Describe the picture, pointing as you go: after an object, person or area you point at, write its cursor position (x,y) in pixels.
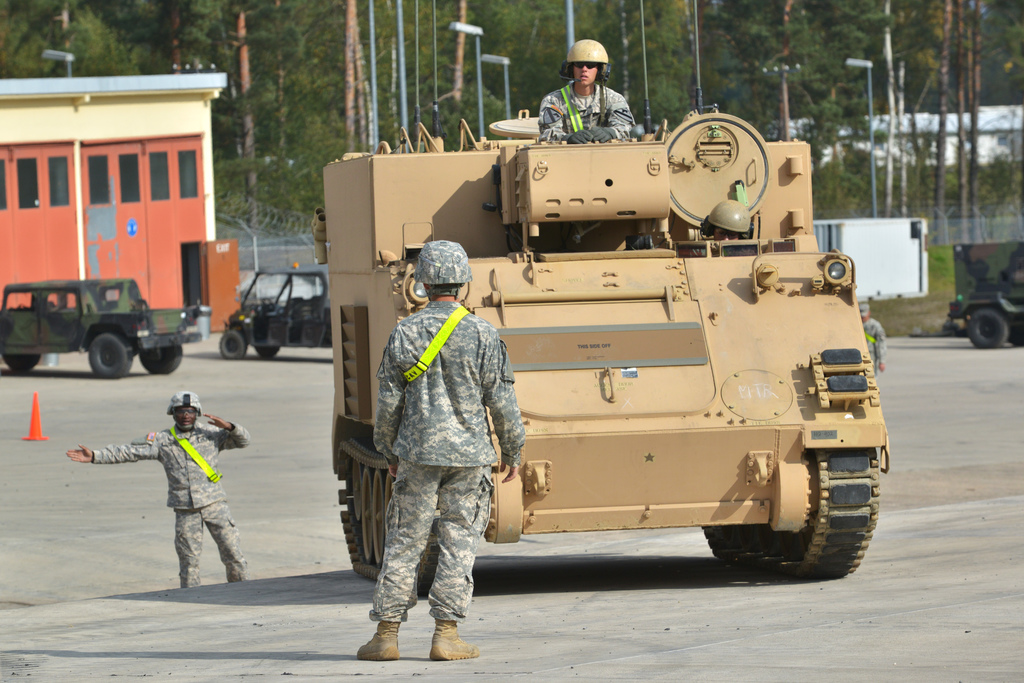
In this picture we can see a person (546,139) riding a vehicle (804,366), two persons (489,375) are standing on the road (494,573), behind we can see houses (183,219), trees (866,86) and few vehicles (270,331).
